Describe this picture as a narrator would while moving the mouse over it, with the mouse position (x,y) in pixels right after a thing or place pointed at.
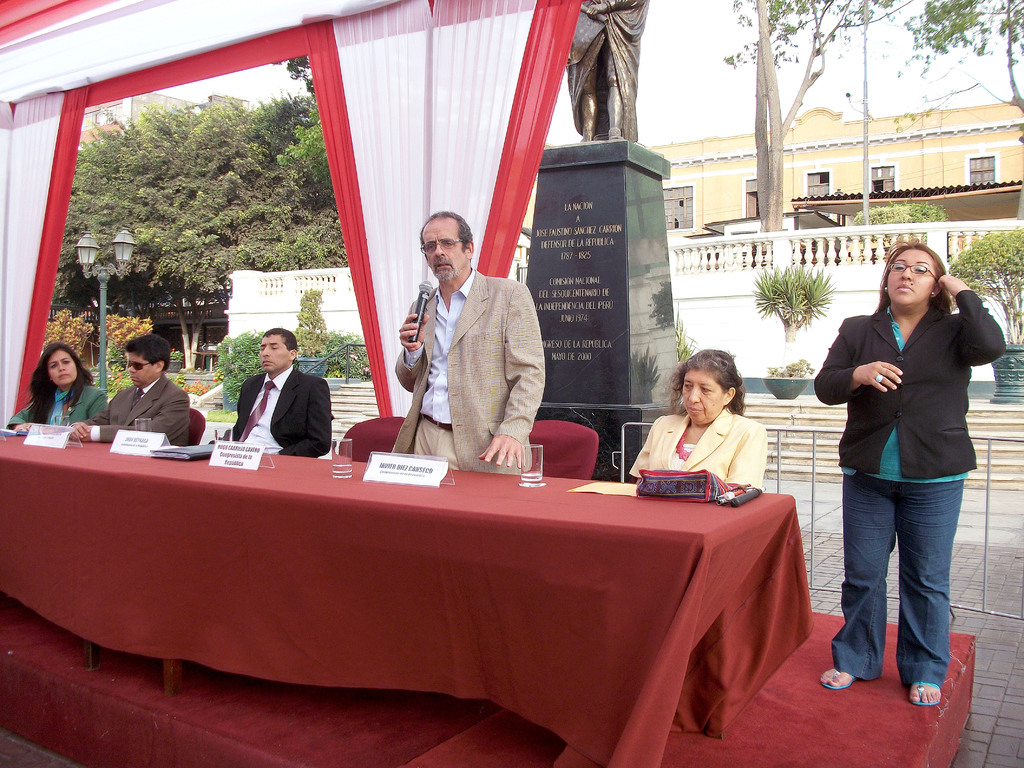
In this image, I can see a group of 6 people (979,299) over here and 3 of them are men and 3 of them are women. In the background (189,347) I can see the trees (236,176), street light (105,372), a house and a statue (672,331).
